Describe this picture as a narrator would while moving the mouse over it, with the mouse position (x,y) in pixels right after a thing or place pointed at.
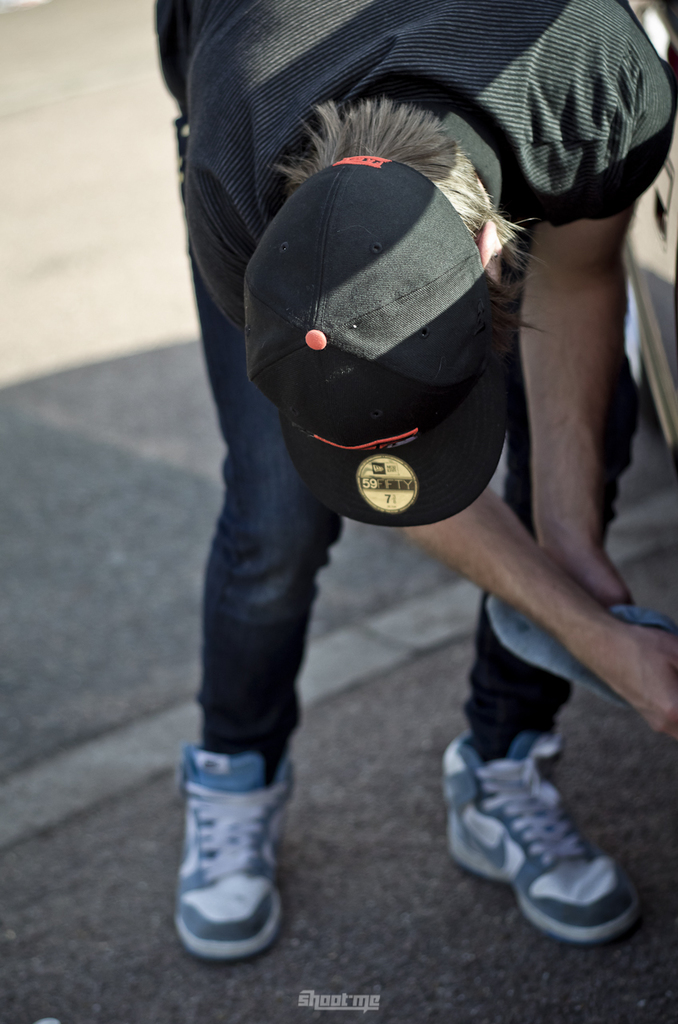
In this image I see a person (310,66) who is wearing a black cap (425,498) and I see that he is wearing black t-shirt (665,64) and jeans (235,616) and shoes (626,903) and I see the path (157,720).
